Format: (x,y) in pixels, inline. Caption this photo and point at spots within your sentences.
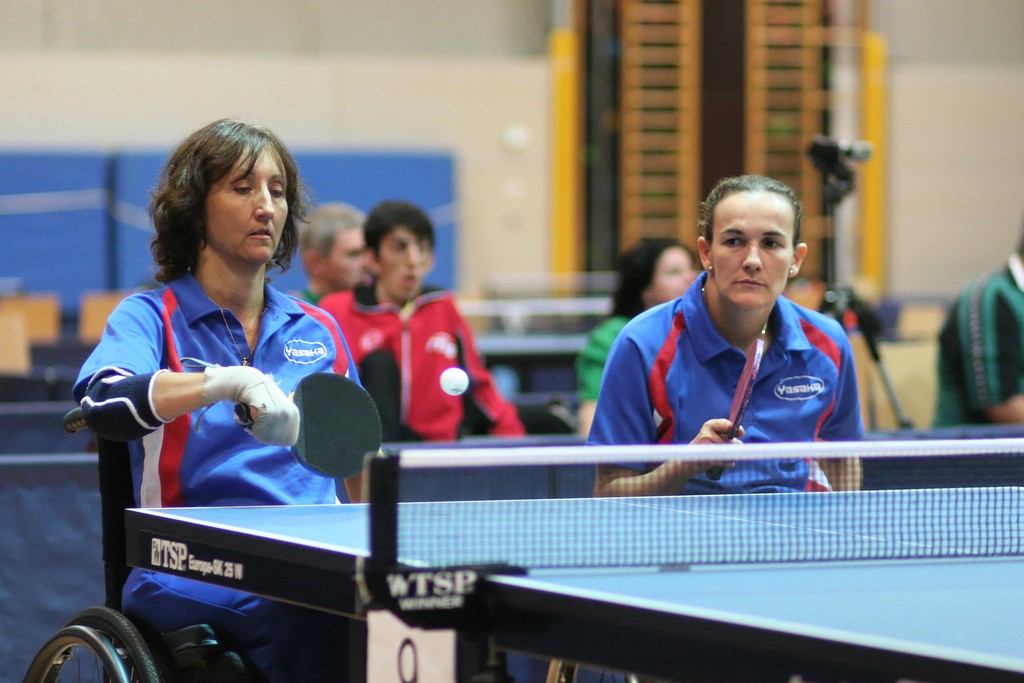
In this picture there are two physically handicapped people (272,314) sitting and playing table tennis (185,511) in the background (428,244) that few more people (455,301) sitting.
